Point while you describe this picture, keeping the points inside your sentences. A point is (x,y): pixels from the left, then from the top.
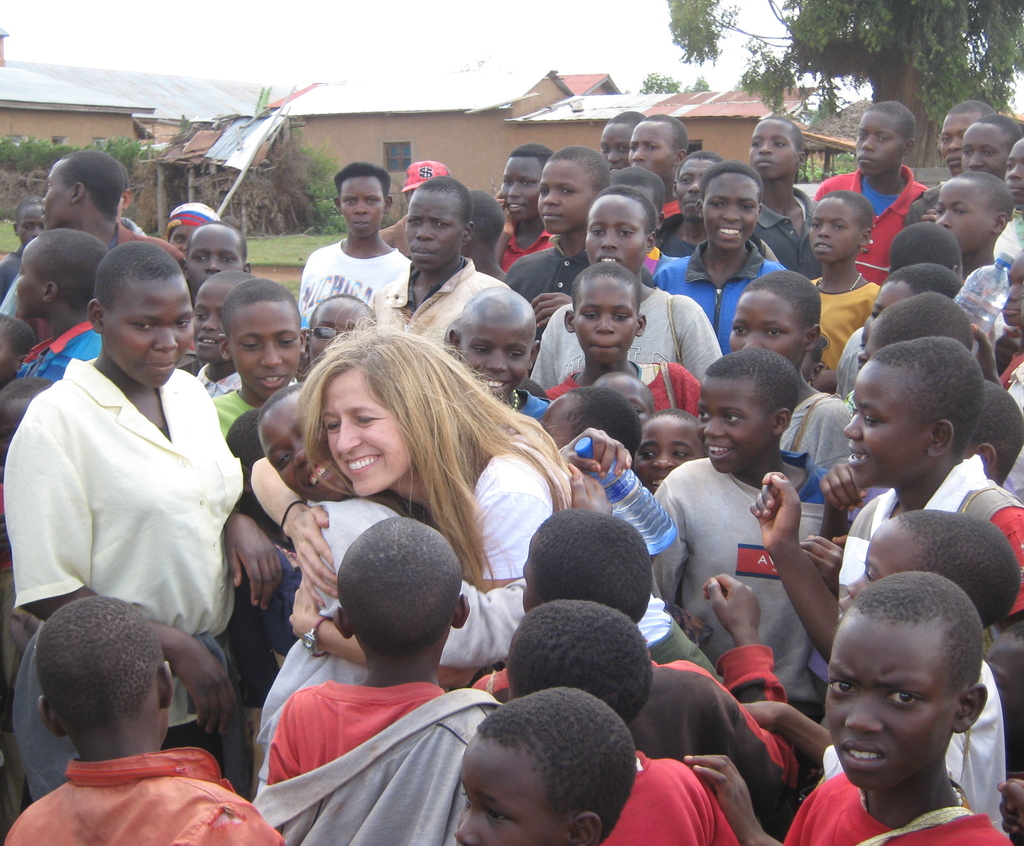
In this picture there are group of people (715,486) standing and there is a woman (404,425) standing and smiling and hugging the boy (301,437). At the back (482,172) there are houses (468,172) and trees (900,100). At the top (514,24) there is sky (329,44). At the bottom (597,583) there are children (604,556).
